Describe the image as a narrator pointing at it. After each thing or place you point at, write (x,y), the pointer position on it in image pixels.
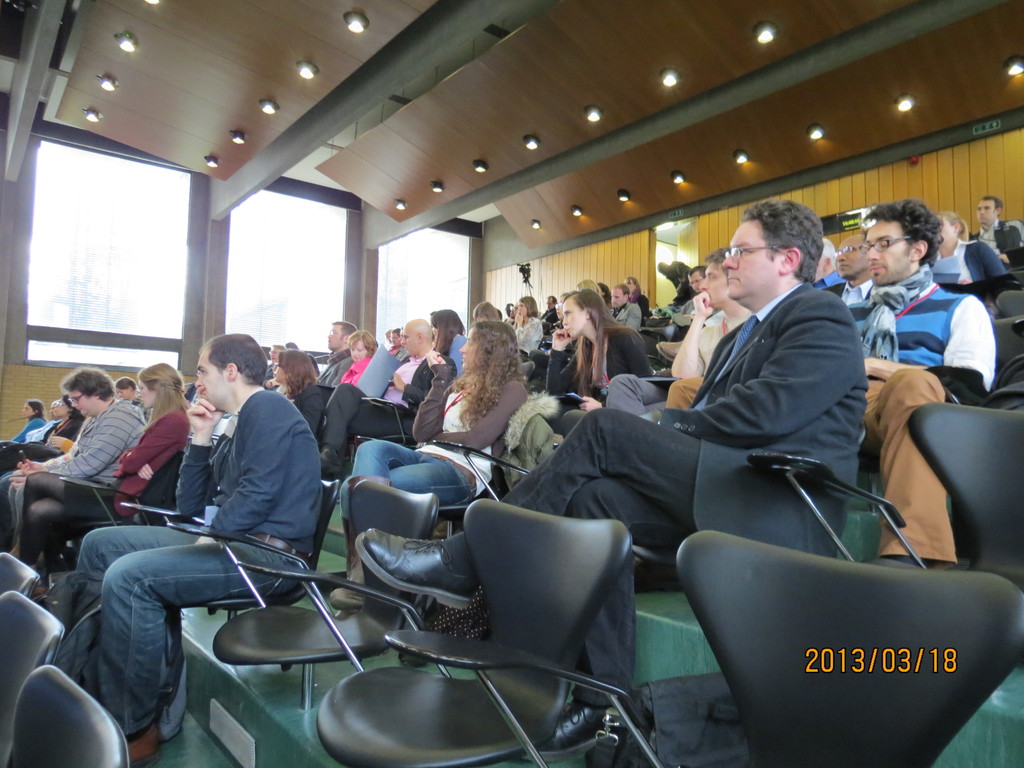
It seems to be the image is inside a conference hall (195,645). In the image there are group of people (919,343) sitting on chair (219,633) in background (116,219) we can see a glass window (112,269) which is closed on top (496,115) there is a roof (496,135) with few lights (434,190).
